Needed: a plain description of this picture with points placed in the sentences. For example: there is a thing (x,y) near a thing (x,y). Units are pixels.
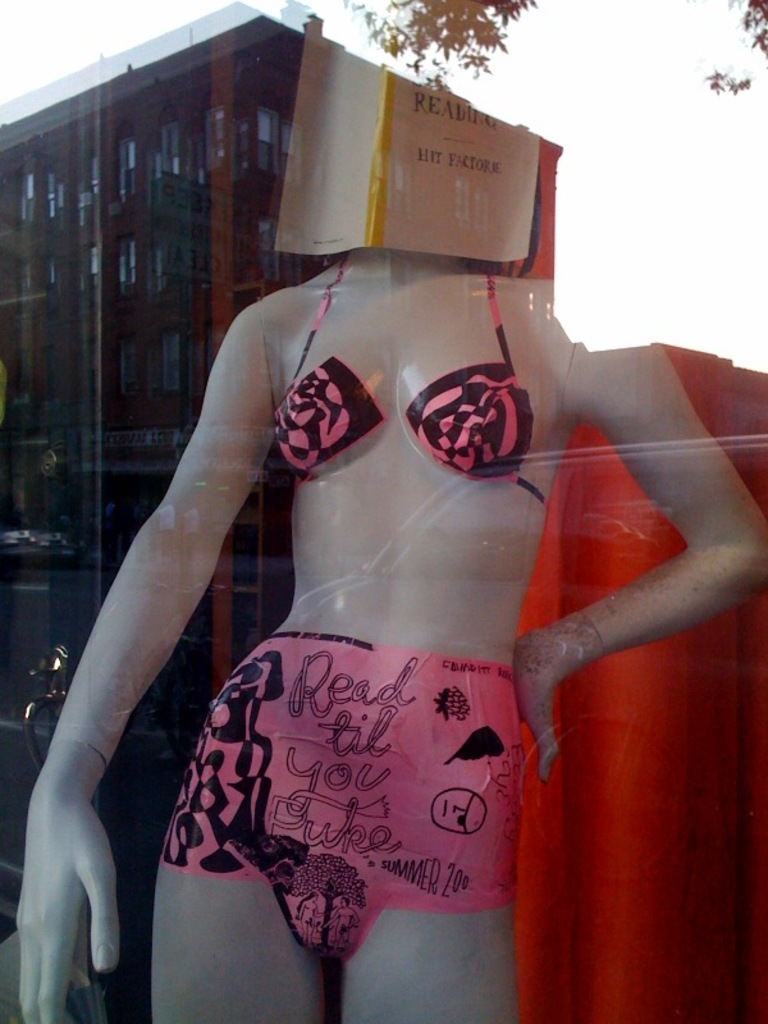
In this image, I can see a cloth (325,954) and a mannequin (252,1003) with a book (392,163). I can see the reflection (208,320) of a building (201,299), leaves (428,21) and the sky (613,308) on a transparent glass (169,705).
